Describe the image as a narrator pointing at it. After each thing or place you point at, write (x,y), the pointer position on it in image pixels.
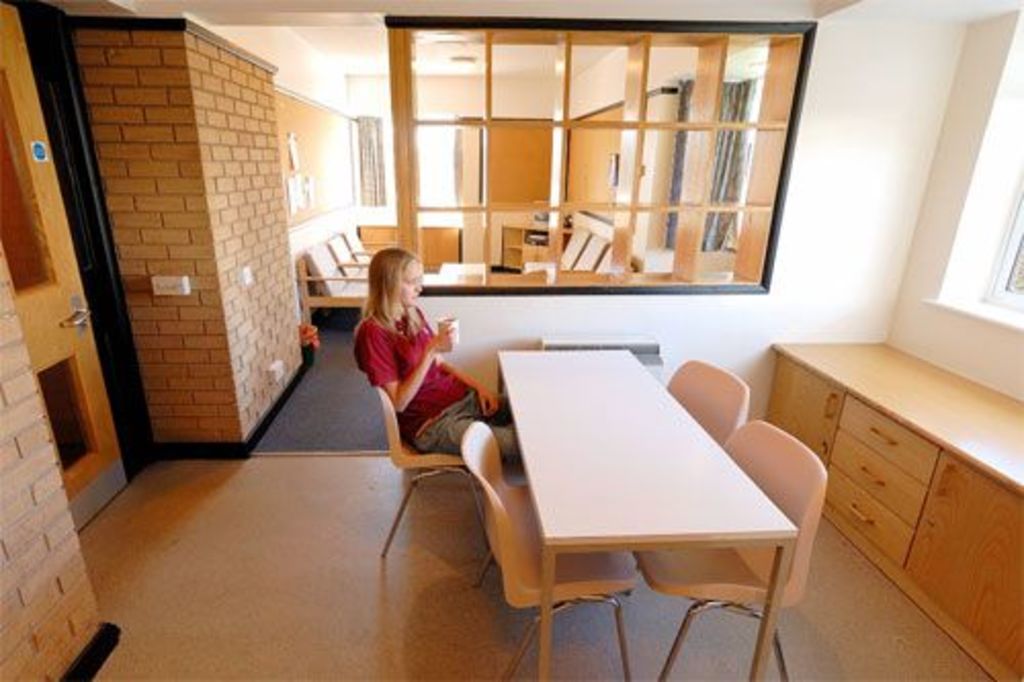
This is the picture of a room (133,292) where we have a lady (422,357) in red shirt (387,347) sitting on the chair (405,509) in front of a table (558,481) and there is a desk (859,418) in front of her and the other room (507,236) beside her.
